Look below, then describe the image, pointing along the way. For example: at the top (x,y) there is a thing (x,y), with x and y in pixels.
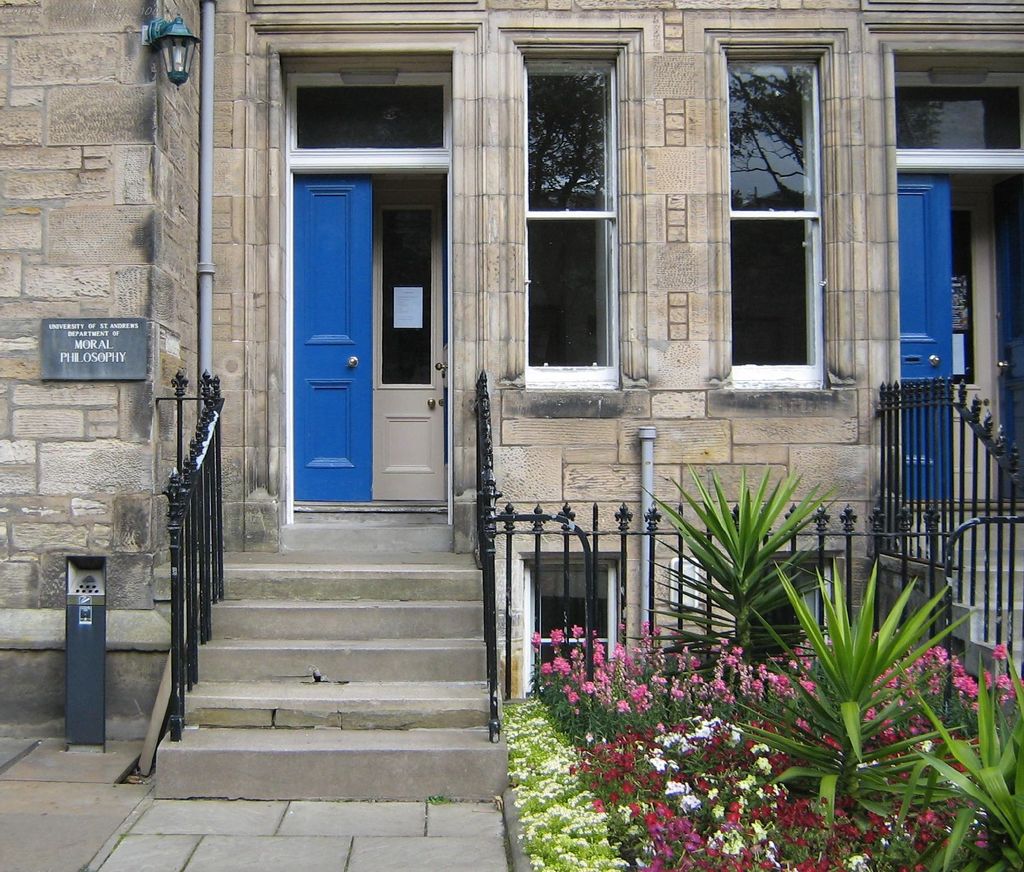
In the image I can see a house (403,161) to which there is a door (325,331), board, fencing (630,646) and also I can see some plants (716,751).
